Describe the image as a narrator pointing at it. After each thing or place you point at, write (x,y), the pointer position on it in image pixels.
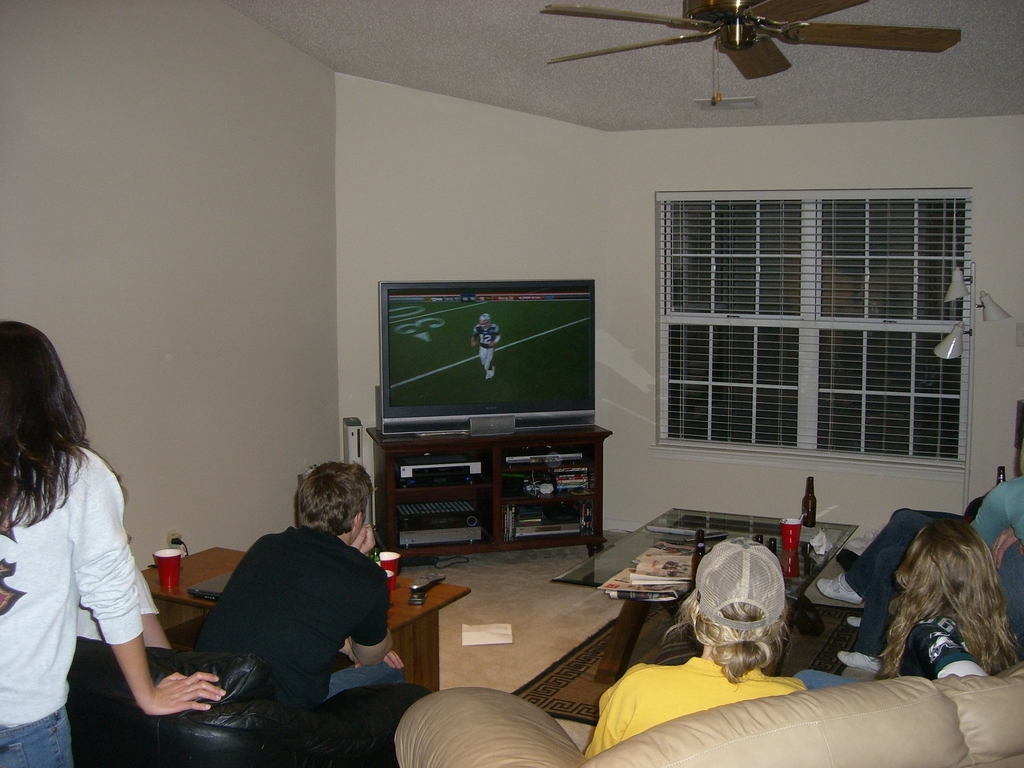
The image is taken in the room (856,313). At the bottom of the image (297,629) we can see people (369,607) sitting on the sofa (446,751). On the left (31,759) there is a lady (32,364) standing. In the center (502,464) there is a television (471,414) placed on the stand (498,516). We can see tables (446,590) and there are things (811,544) placed on the tables (628,556). In the background (767,331) there is a window (818,393) and a wall (460,189). At the top (834,35) there is a fan (779,38).
